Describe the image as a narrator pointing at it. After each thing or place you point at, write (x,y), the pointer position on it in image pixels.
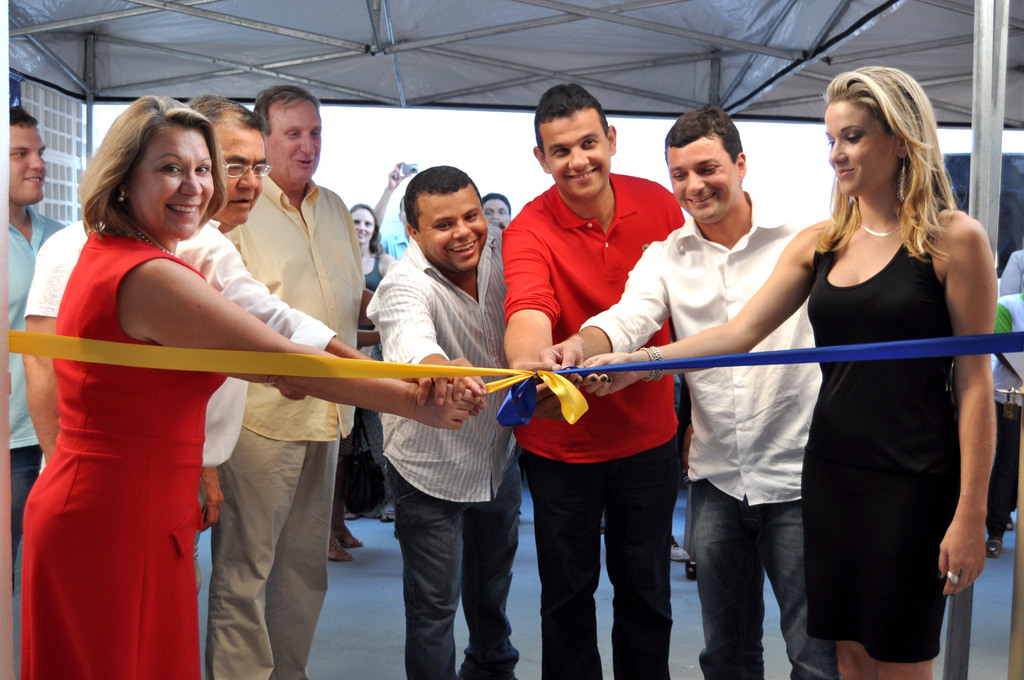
In this image we can see few persons (340,307) are standing and holding a ribbon (549,384) with their hands (605,359) all together. In the background (28,238) there are few persons (486,197), poles (378,0), wall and a person (390,237) is holding a camera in his hand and they are all under a tent (550,46).
